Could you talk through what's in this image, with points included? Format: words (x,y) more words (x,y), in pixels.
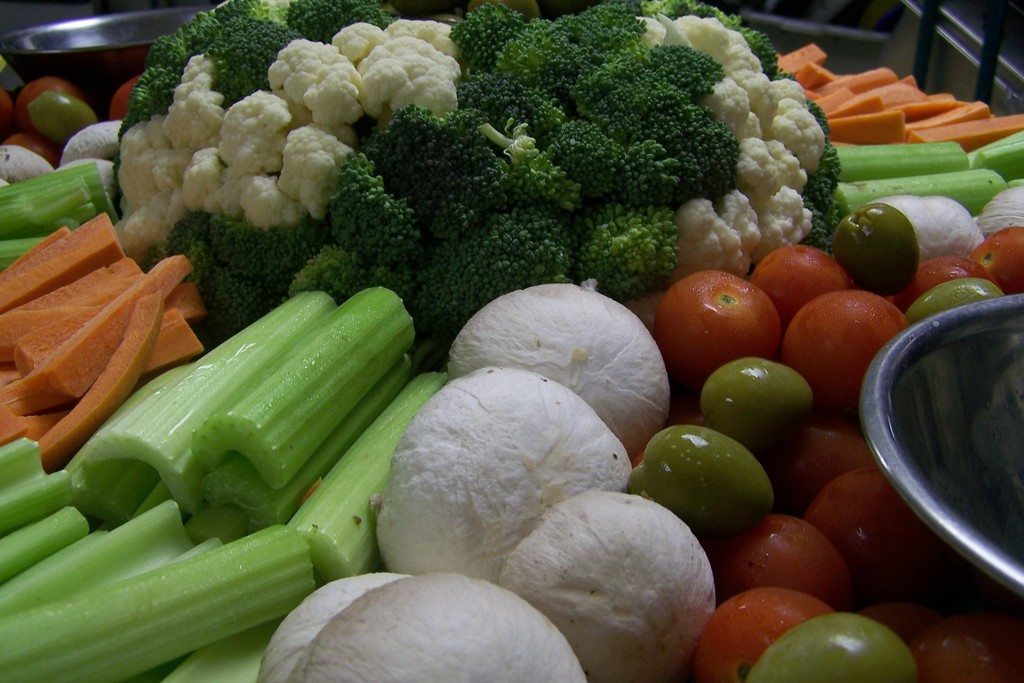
In this image we can see vegetables (409,265), here are the carrots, here is the cauliflower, here are the tomatoes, here are some vegetables (356,355), here is the bowl (1013,540).
